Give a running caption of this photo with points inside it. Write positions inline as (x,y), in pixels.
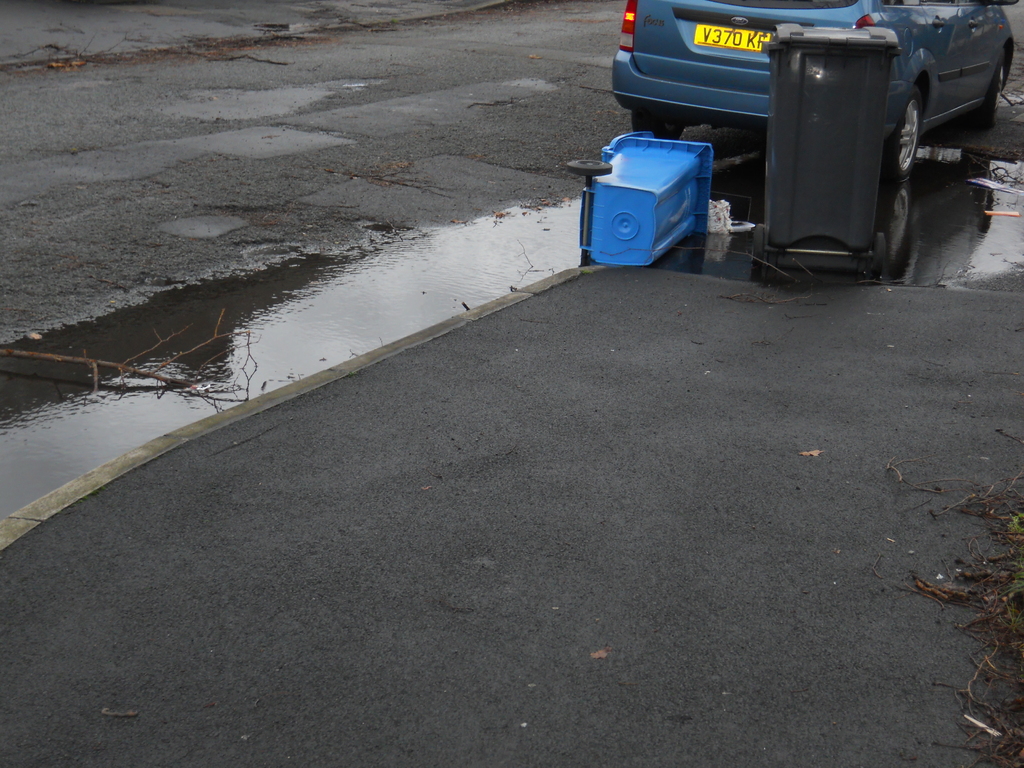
In this picture we can see few dustbins (604,157), water (509,243) and a car (675,39) on the road (473,159).
